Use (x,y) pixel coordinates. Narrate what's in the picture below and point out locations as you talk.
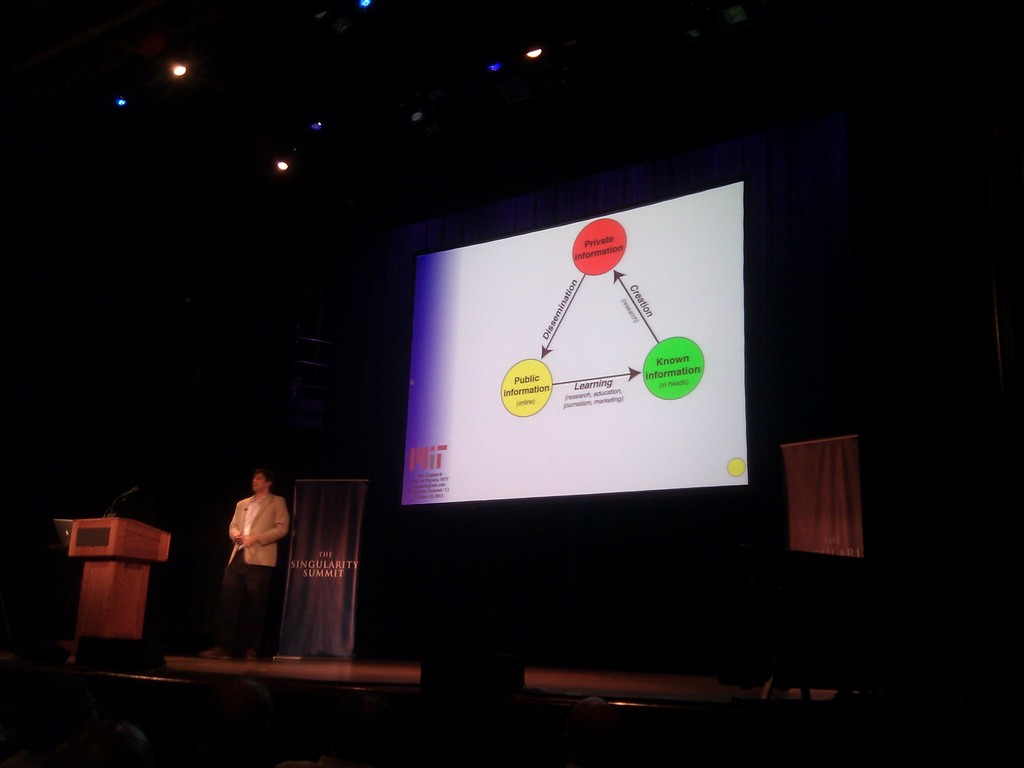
This image is taken indoors. At the bottom of the image (230,751) there are a few people (110,728). In the background (598,305) there is a screen (580,391) with a text (596,381) on it. In the middle of the image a man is standing on the dais (304,661) near the podium (127,616) and there is a poster (335,547) with text (355,571) on it. At the top of the image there are a few lamps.
